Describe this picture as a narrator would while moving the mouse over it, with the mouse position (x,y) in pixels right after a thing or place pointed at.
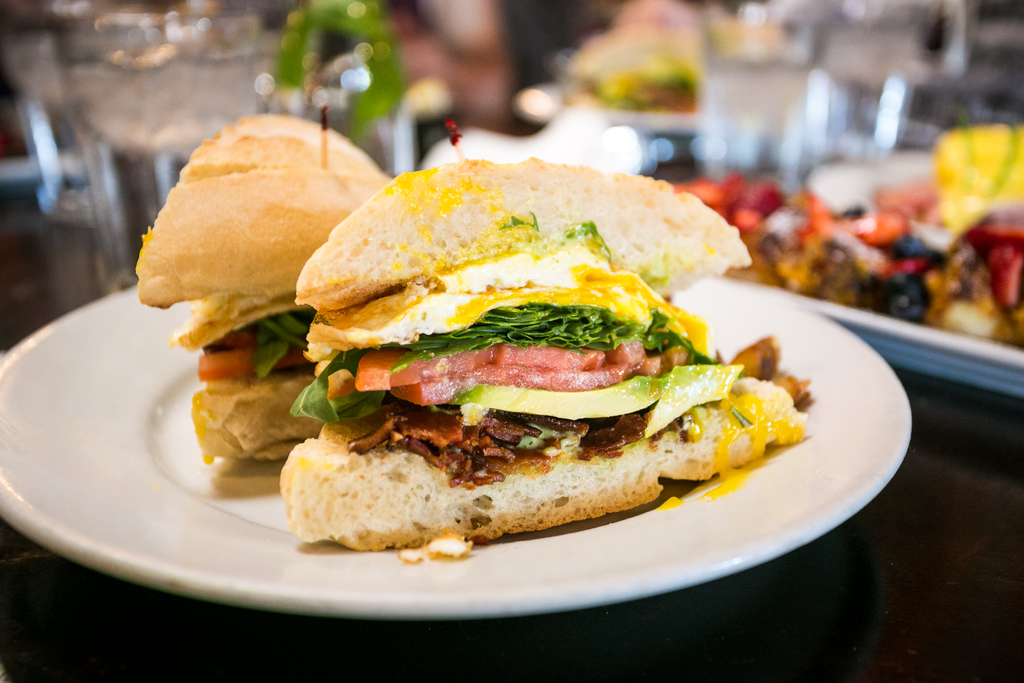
In this Image I can see a food (636,384). Food (618,498) is in brown, white, yellow, green and red color. Background (739,85) is blurred.
